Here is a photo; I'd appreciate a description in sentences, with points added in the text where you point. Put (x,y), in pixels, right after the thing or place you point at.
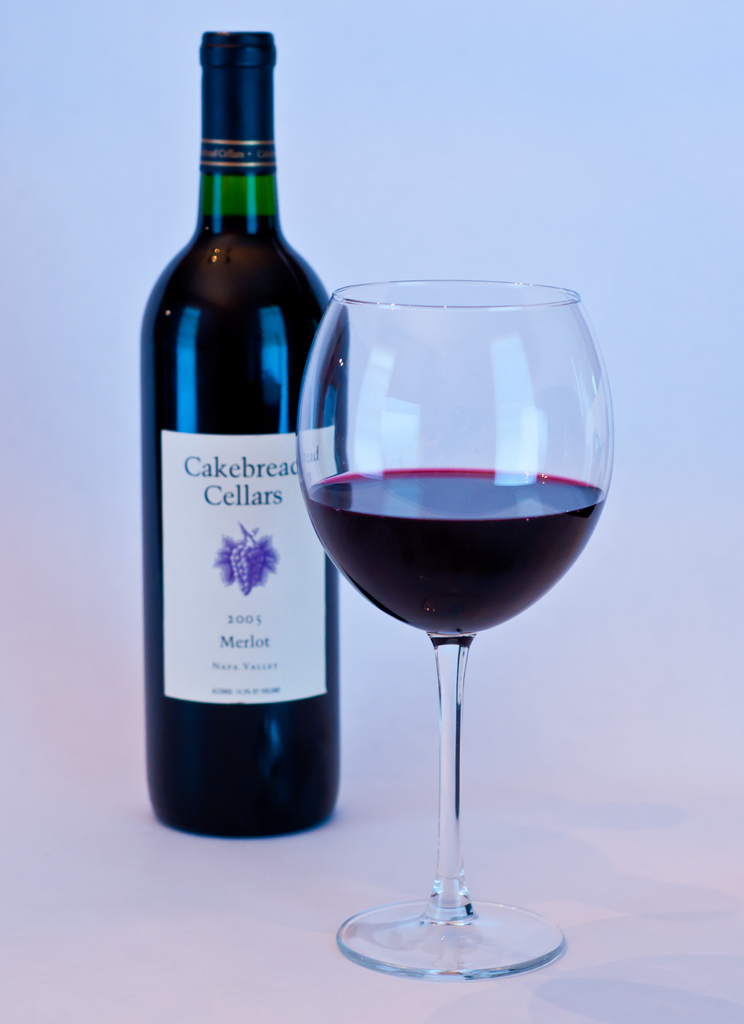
In this picture there is a glass bottle (215,278) named cakebread cellars and a glass (299,466) beside it with a red wine (470,553).
